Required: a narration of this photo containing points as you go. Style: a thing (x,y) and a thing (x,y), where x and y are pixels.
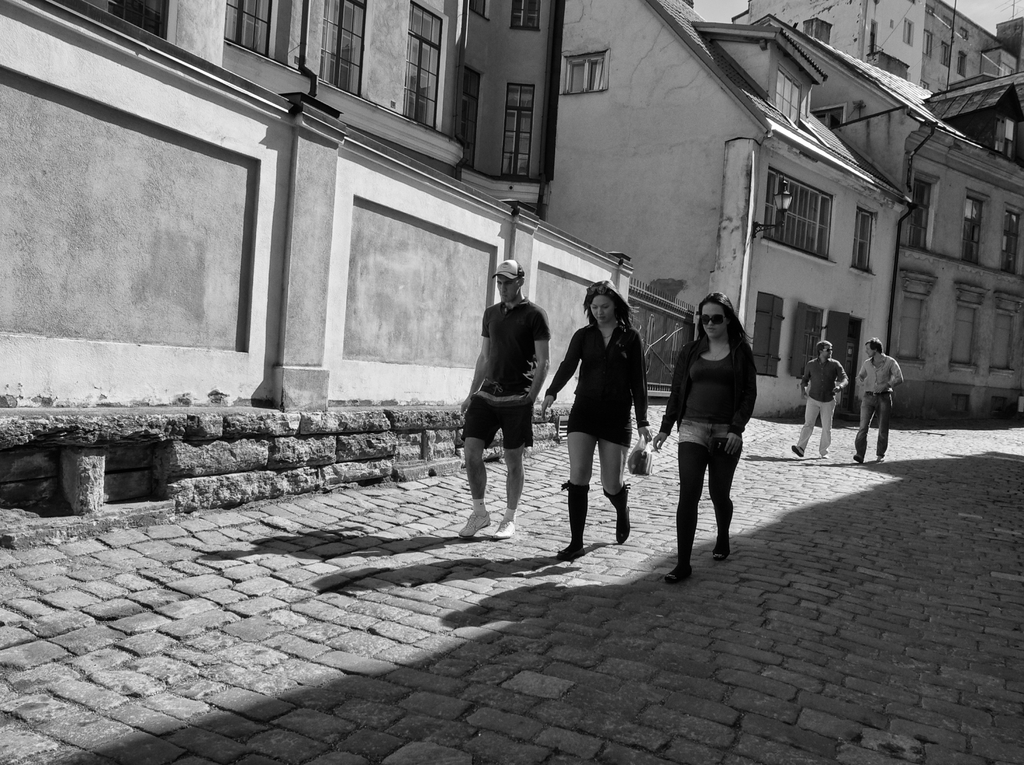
In the image we can see there are people (822,355) walking, they are wearing clothes (583,347) and shoes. Here we can see the footpath (592,612), buildings (565,219) and the windows (334,49) of the buildings (370,94).
